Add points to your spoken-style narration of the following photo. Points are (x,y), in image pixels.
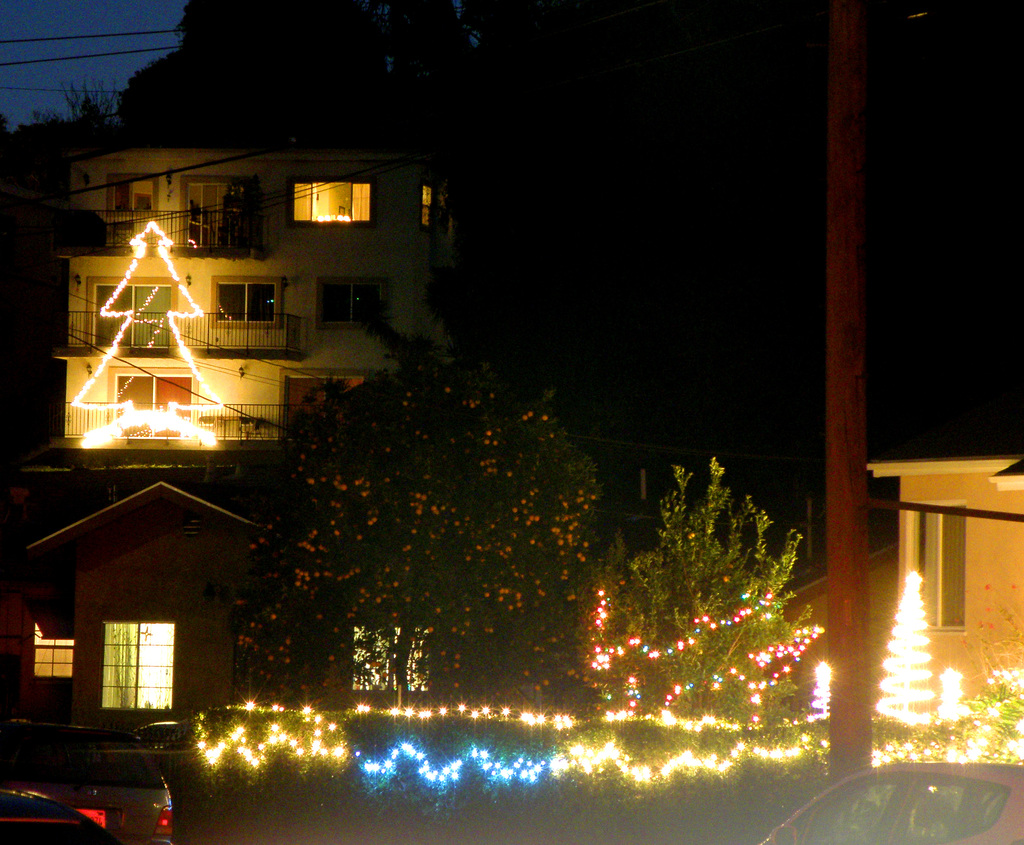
In this picture we can see few houses (143,351), trees (378,561), plants (420,719), on which we can see some lights (566,717), few vehicles (73,761) are parked.
